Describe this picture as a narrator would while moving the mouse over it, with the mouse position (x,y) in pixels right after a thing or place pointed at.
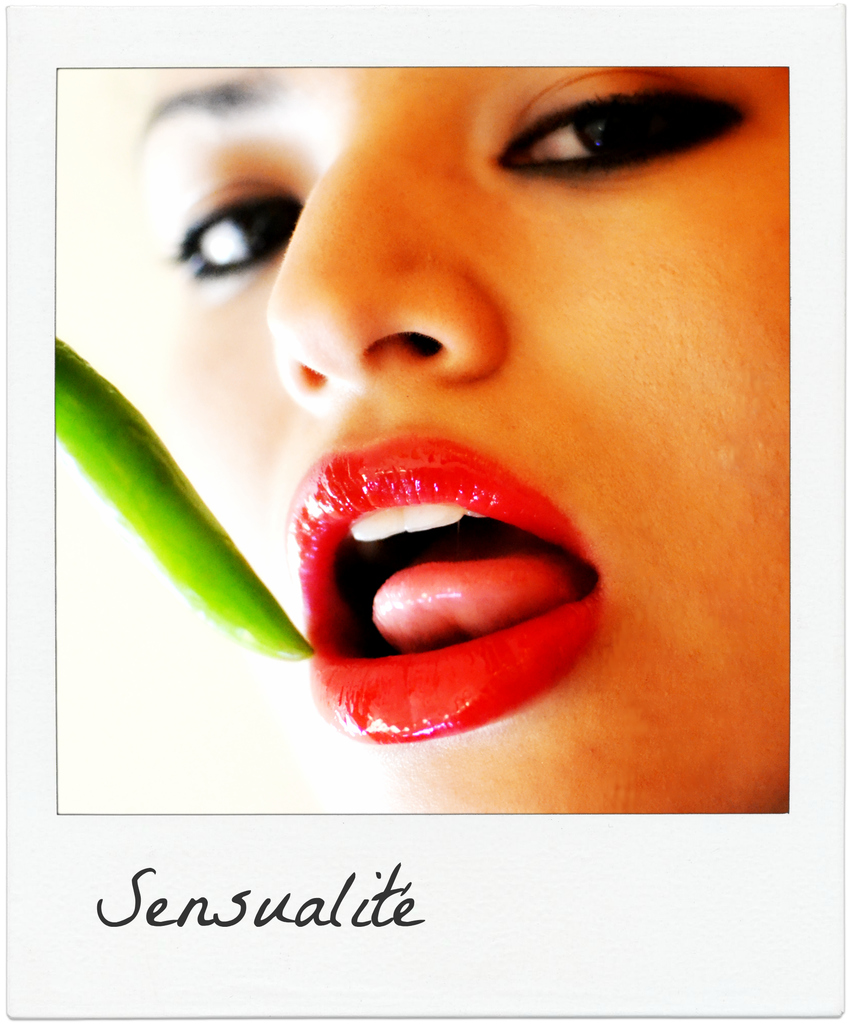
This image consists of a photograph. In this image there is a woman (485,444) and there is a chili (175,552).
